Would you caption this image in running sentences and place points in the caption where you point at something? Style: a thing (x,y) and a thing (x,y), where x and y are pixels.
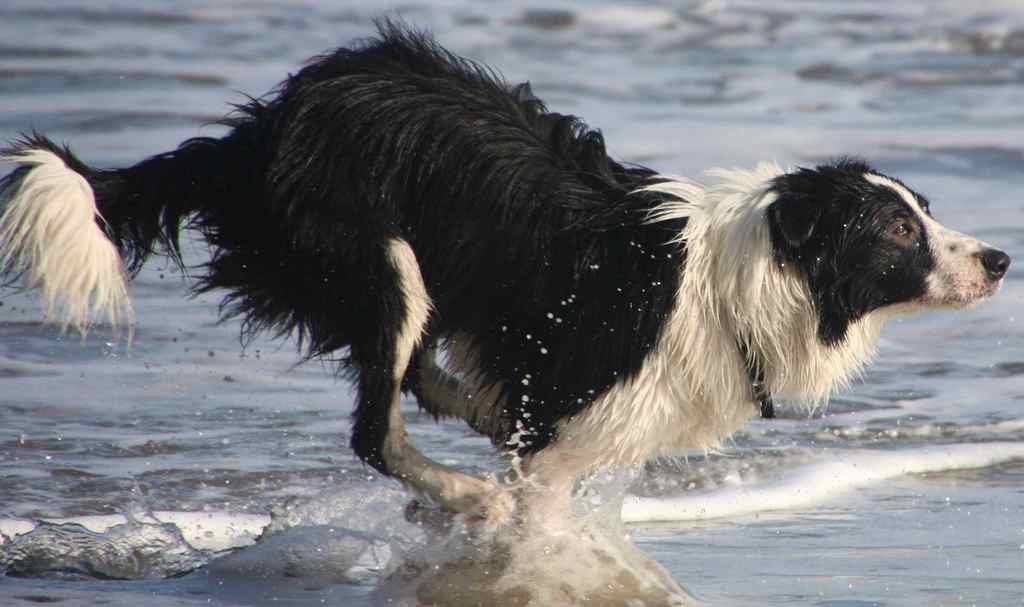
In the center of the image (490,350), there is a dog (545,382) and at the bottom (196,466), there is water (236,451).
